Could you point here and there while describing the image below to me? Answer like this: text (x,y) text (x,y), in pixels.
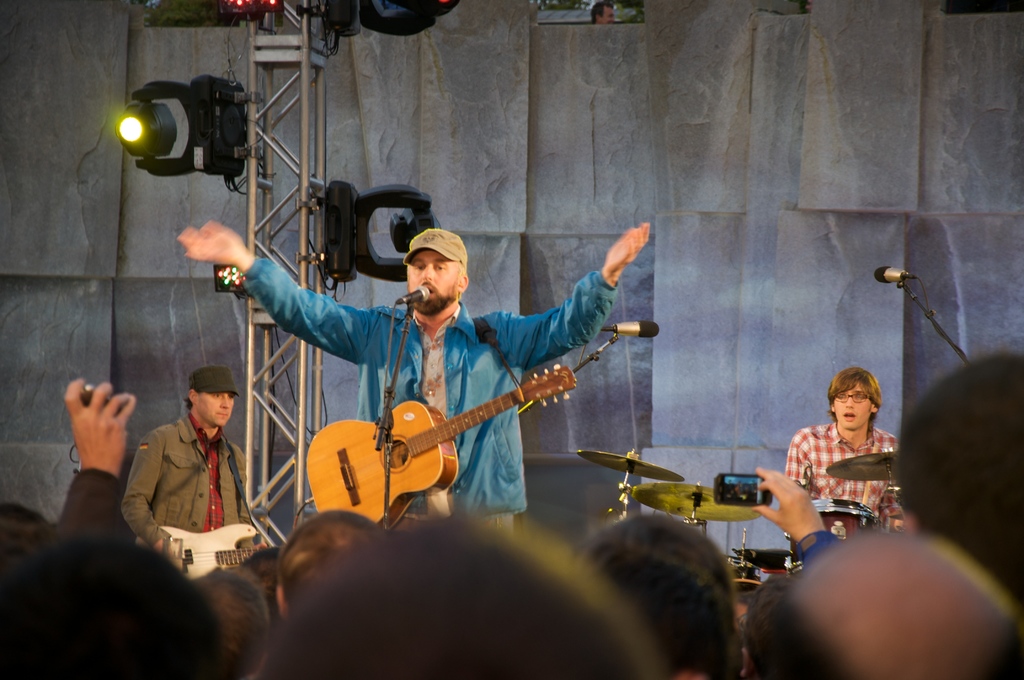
There is a person (463,392) wearing blue shirt (468,376) and a cap (421,244), holding a guitar (441,443) and singing. In front of him there is a mic (407,296) and mic stand (387,409). Behind him another person (222,485) is holding a guitar (229,528). A person (820,438) is playing drums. Behind there is a wall (511,109), light (177,101) and a stand (306,355) is over there.
